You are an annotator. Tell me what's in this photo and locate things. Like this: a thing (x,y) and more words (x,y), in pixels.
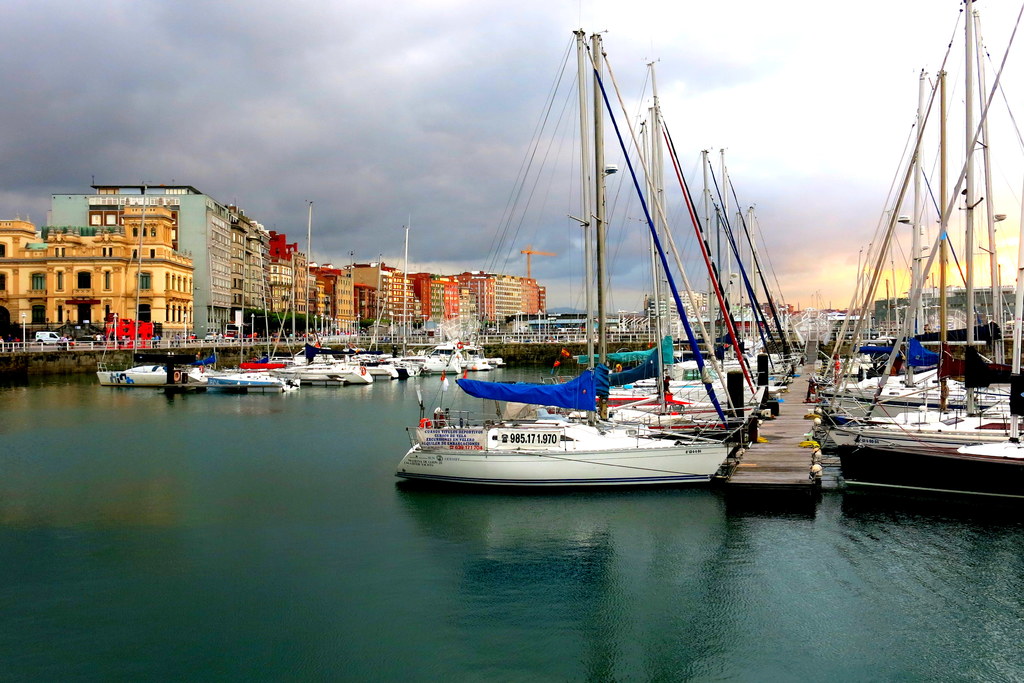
In this picture I can see boats (1019,266) on the water (88,631), there is a dock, there are buildings (542,288), there are trees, and in the background (328,188) there is the sky (495,124).
